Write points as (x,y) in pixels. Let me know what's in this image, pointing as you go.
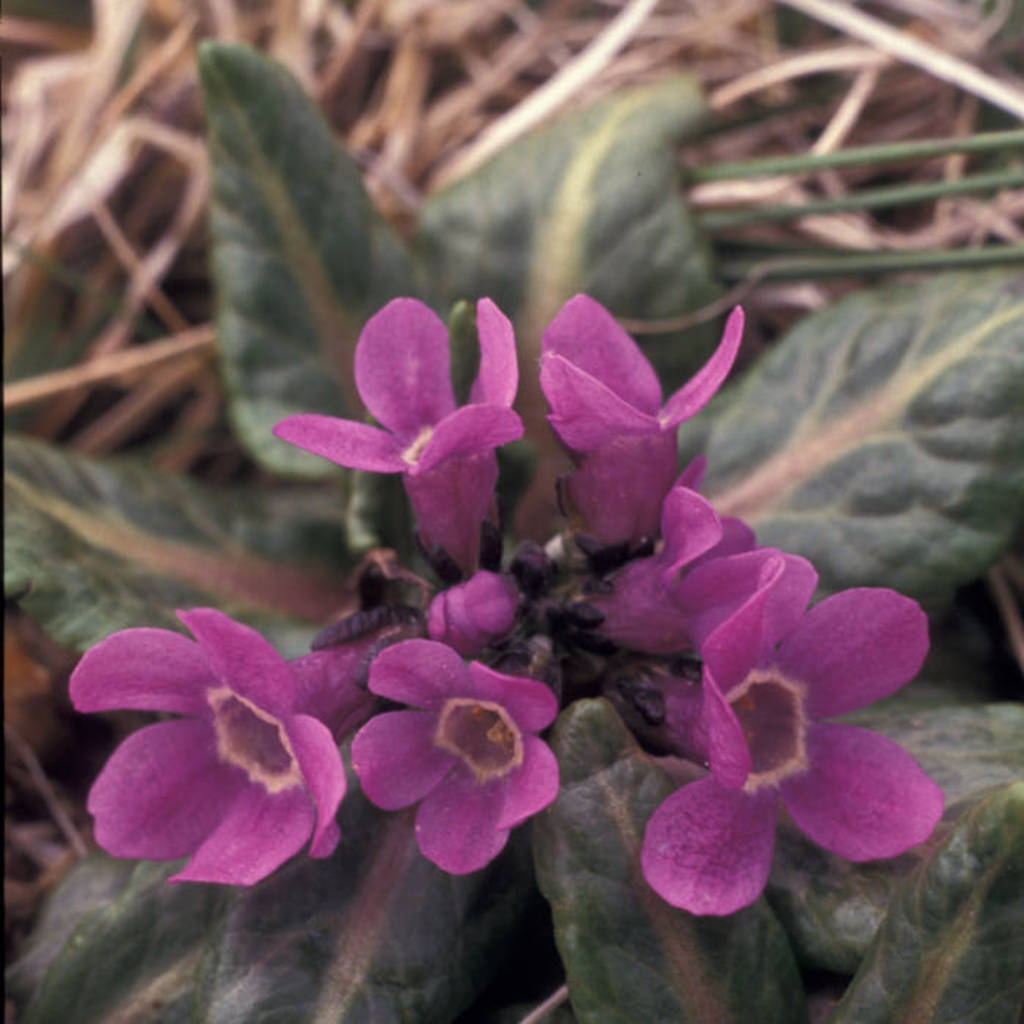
This is a plant (480,603) with leaves (865,486) and flowers (634,607). These flowers (623,576) are violet in color. In the background (485,101), I think this is the dried grass (310,18).
